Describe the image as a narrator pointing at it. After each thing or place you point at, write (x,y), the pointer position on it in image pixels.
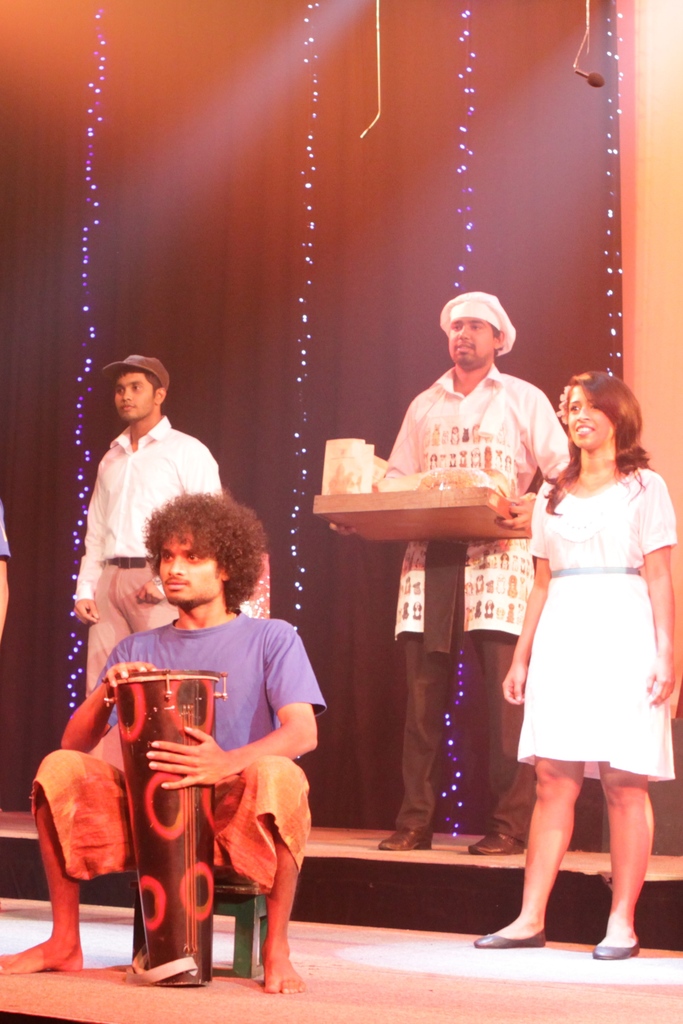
The person (259,673) wearing blue shirt (263,695) is sitting on a stool (247,926) and there is a musical instrument (155,795) in his hands (164,766) and there are few other persons (155,504) standing behind him.
